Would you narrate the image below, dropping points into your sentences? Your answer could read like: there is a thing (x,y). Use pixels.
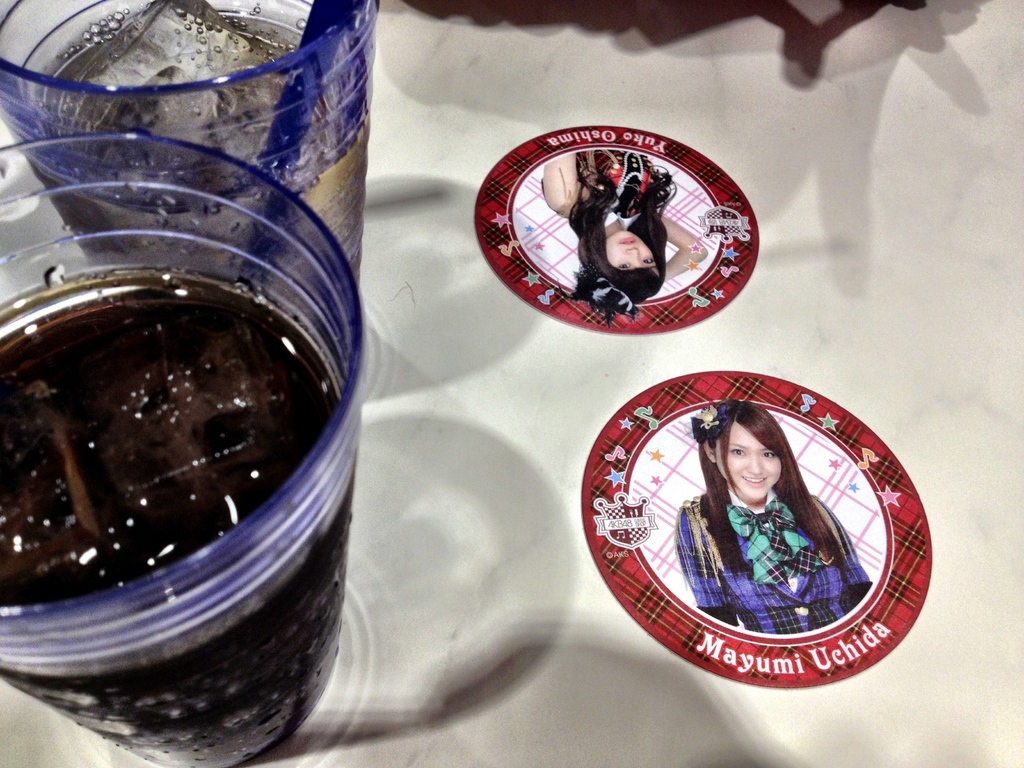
In this image there are glasses (319,288) on a surface (420,435). There are ice cubes (132,452) and drink (172,310) in the glasses (172,86). To the right (688,582) there are stickers (609,455). There are pictures (733,508) of a woman (619,261) and text (820,665) on the stickers (798,650).
